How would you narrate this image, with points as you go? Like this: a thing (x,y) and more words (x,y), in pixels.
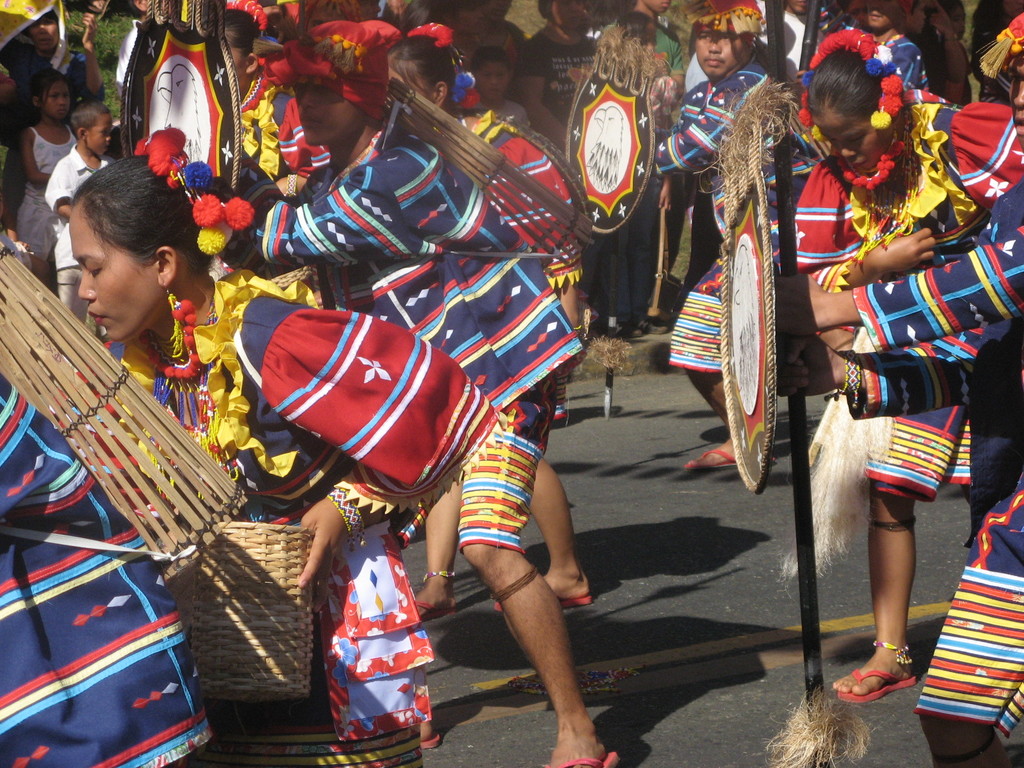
In this picture we can see a few people (836,41) holding some objects (810,43) in their hands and these people (256,703) seems like dancing on road (708,545). In this image we can also see in the background (44,188), some people (34,169) are standing.
